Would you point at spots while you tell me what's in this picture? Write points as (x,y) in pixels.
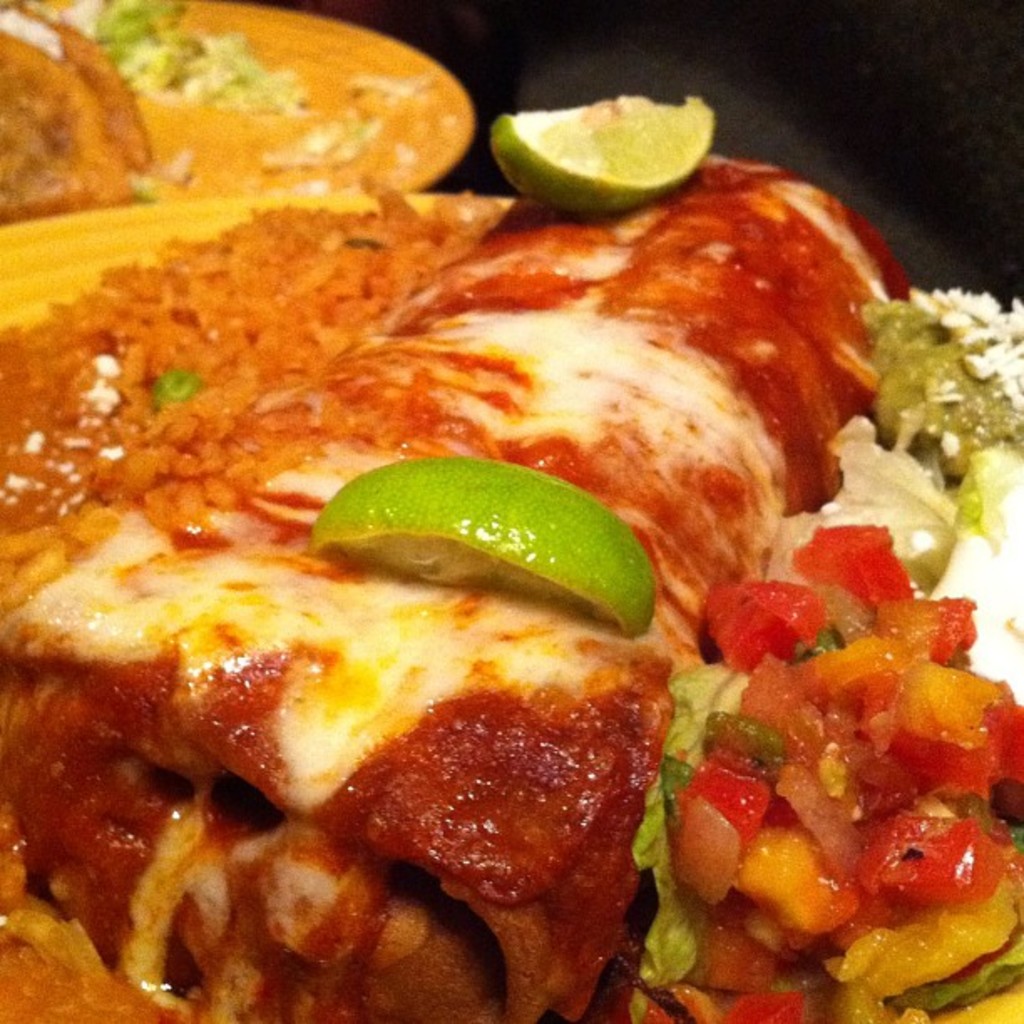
In this image we can see the close view of a food item (756,770). This part of the image is dark.
